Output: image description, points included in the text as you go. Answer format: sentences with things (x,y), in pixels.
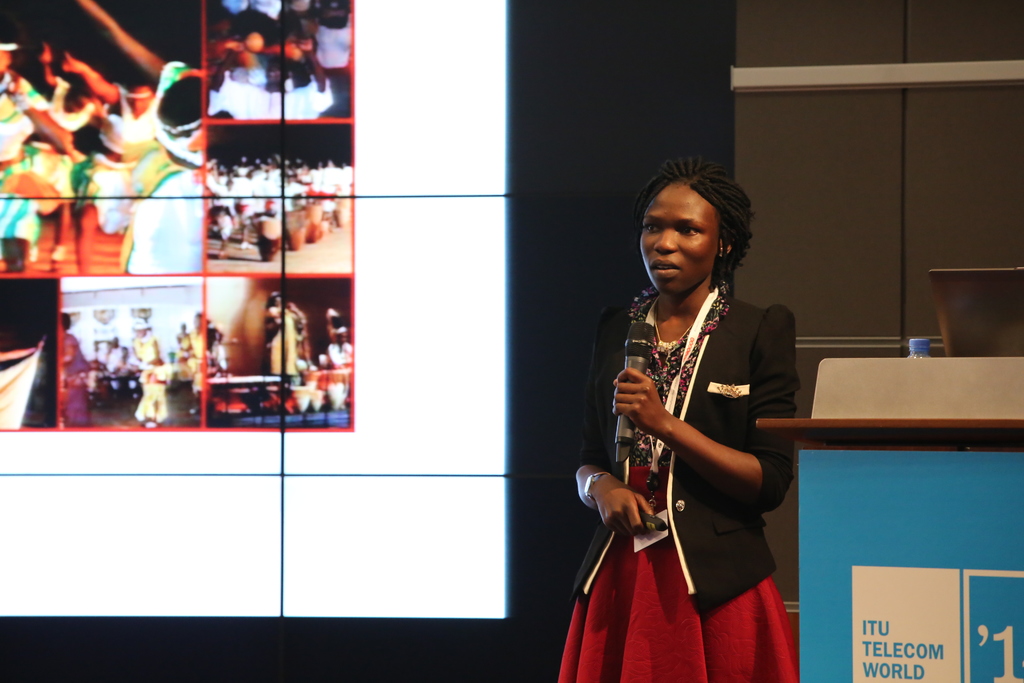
In the background (420,133) we can see the screen (125,100). In this picture we can see a woman (681,234) is standing holding a microphone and an object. On the right side of the picture (924,598) we can see a podium (954,463), bottle cap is visible and we can see an object (966,344).
